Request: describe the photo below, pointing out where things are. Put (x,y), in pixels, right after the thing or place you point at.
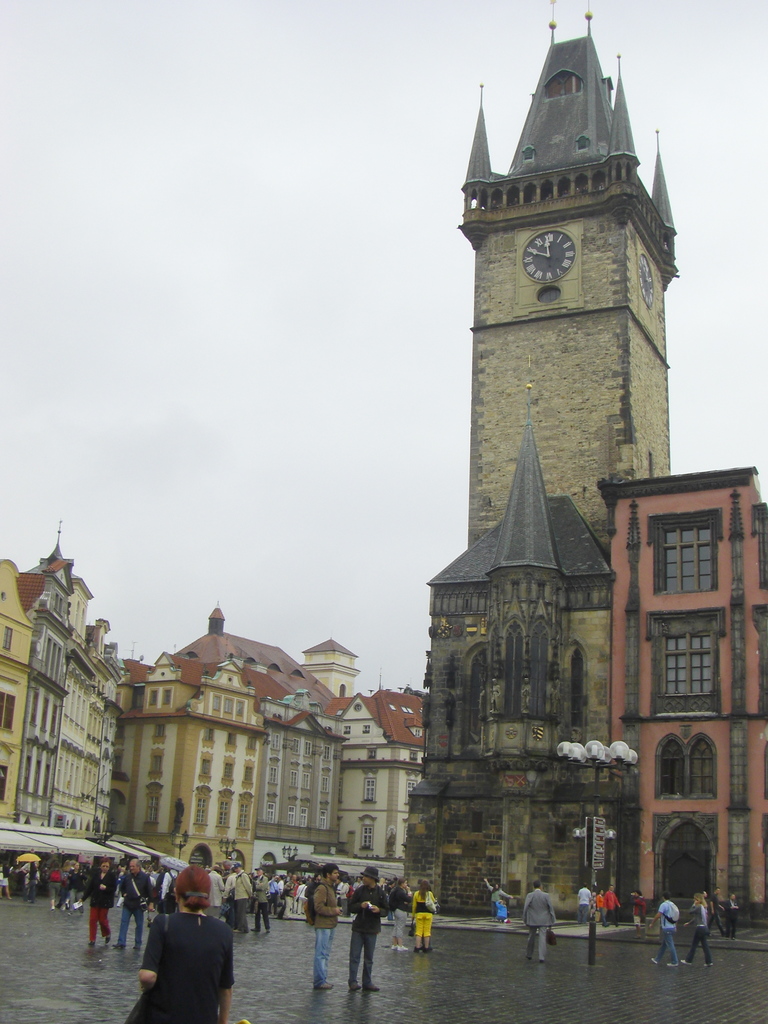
In the image there are many people (224,961) standing on the land (523,983) and behind there are buildings (499,785) and castles (561,534) and above its sky (276,357).
